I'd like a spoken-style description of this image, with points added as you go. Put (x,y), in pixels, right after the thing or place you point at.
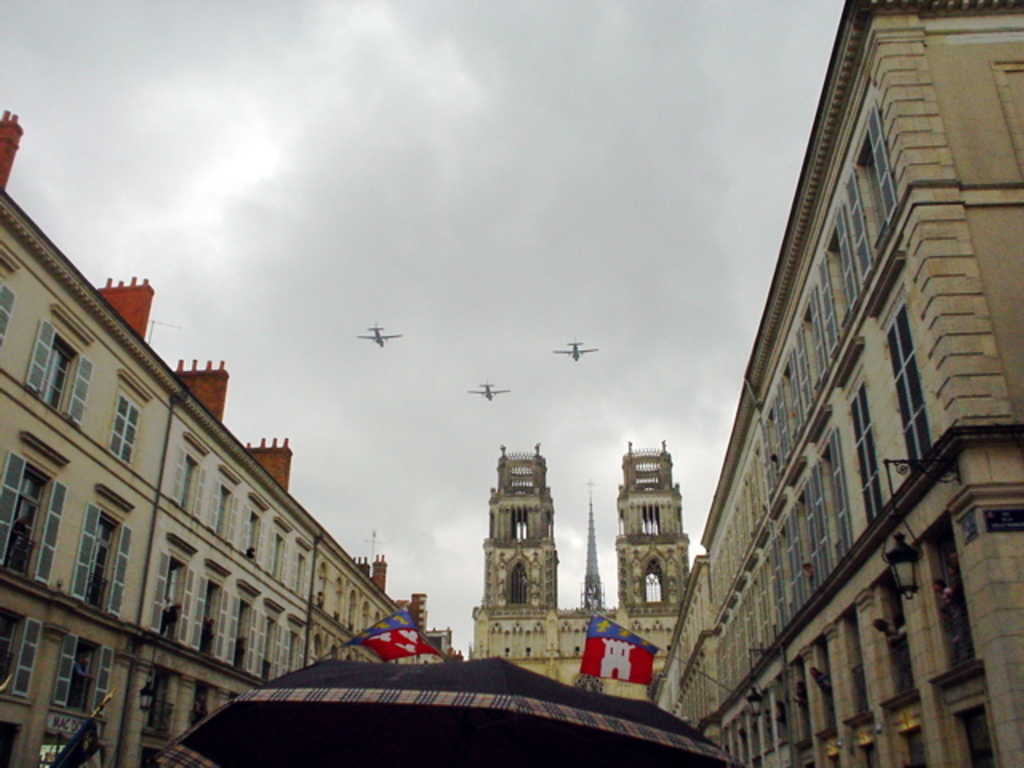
In the image in the center (483,479), we can see the sky (334,267), clouds (432,280), buildings (799,428), towers (635,522), windows (222,588), flags (622,645) and one umbrella (406,709).
